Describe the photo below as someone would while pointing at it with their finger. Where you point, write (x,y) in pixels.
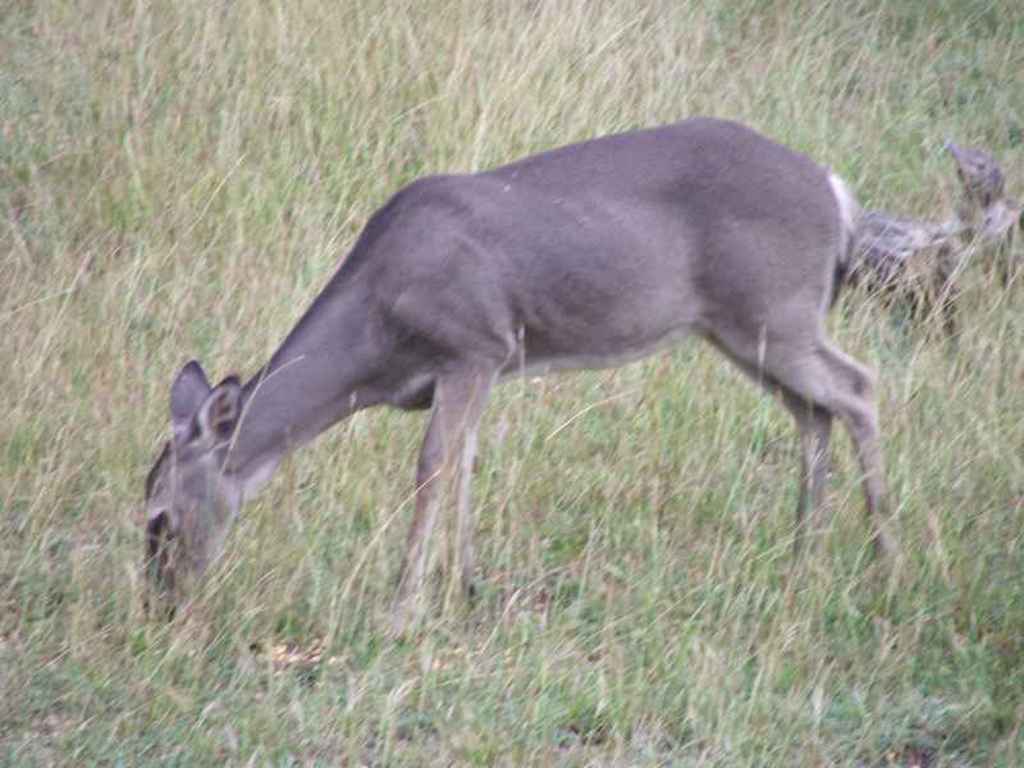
This image is taken outdoors. At the bottom of the image (442,704) there is a ground (628,689) with grass (199,645) on it. In the middle of the image (481,355) there is a deer (707,218).
